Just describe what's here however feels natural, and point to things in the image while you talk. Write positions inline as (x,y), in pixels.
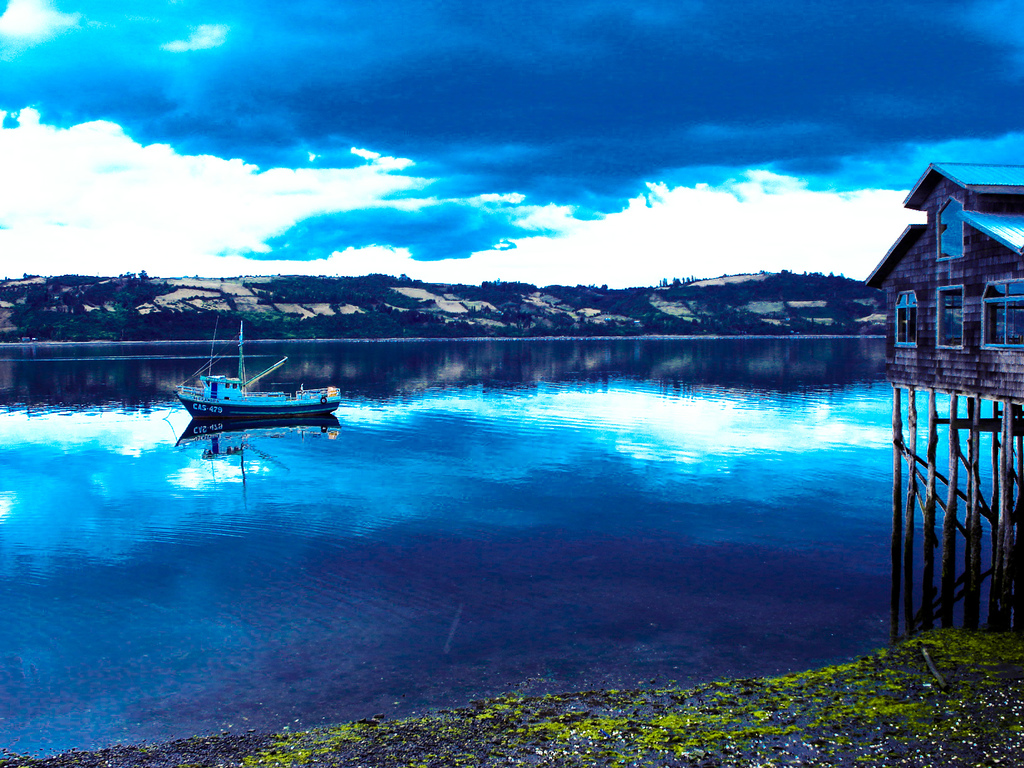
In this image I can see a boat (222,387) which is white in color on the water (360,443). I can see the ground (757,691), few wooden pillars (951,525) and a house (948,337) on the pillars (970,436). I can see few windows (959,298) of the house (959,298). In the background (819,298) I can see the ground (220,300), few trees (304,290) and the sky (370,110).
